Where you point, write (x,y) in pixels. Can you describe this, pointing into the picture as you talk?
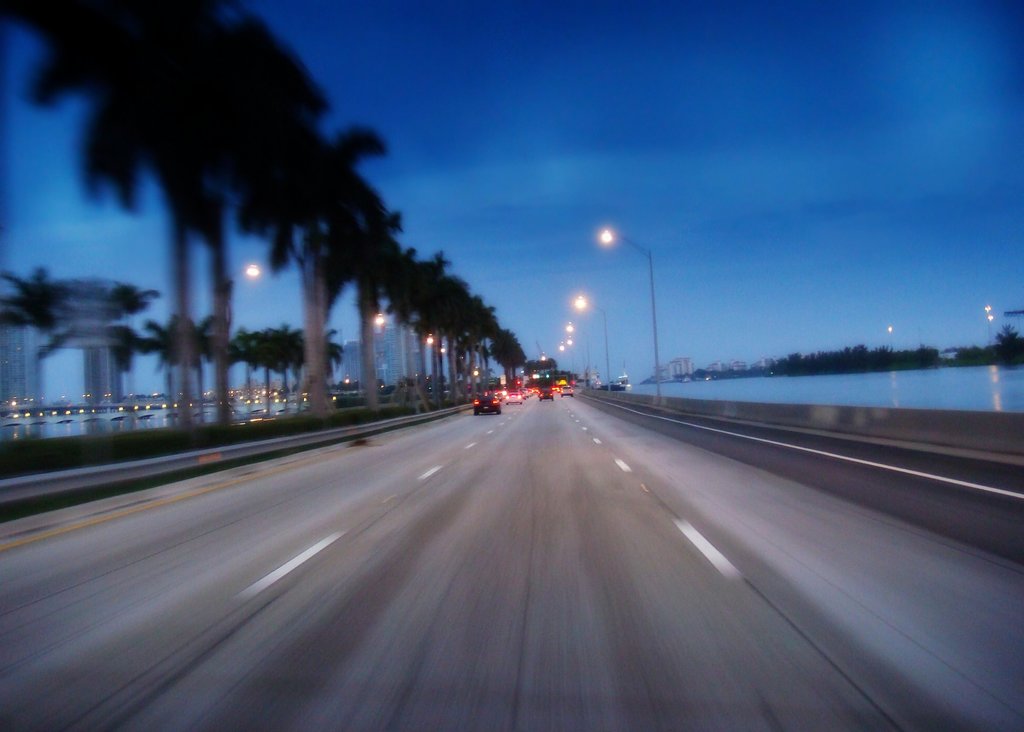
Here we can see vehicles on the road (500,450), lights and trees (182,287). In the background (550,342) we can see trees (279,338), buildings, water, light poles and clouds (451,178) in the sky (23,156).
